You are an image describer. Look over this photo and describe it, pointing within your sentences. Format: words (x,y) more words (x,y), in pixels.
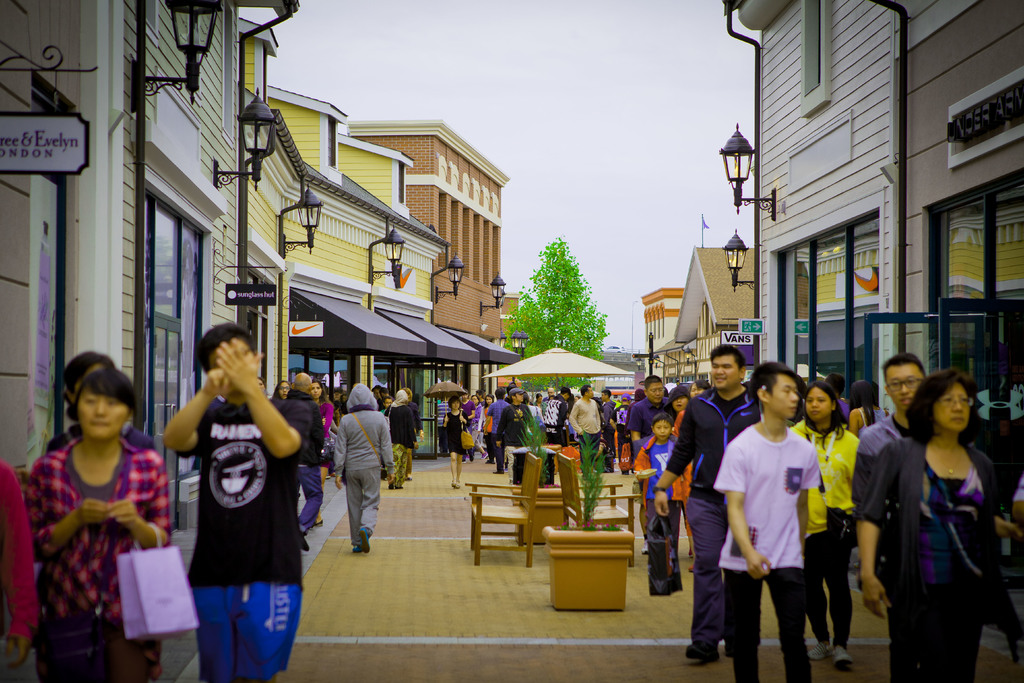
In this image, we can see a group of people (978,517) are on the floor (413,597). Few are standing and walking. Here we can see some chairs (478,497), plants (593,501) with pots (569,558), umbrellas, houses (688,304), walls (19,329), glass (864,286), name boards (50,130), poles (237,325), tree (521,319). Background (541,75) there is a sky (497,107).
